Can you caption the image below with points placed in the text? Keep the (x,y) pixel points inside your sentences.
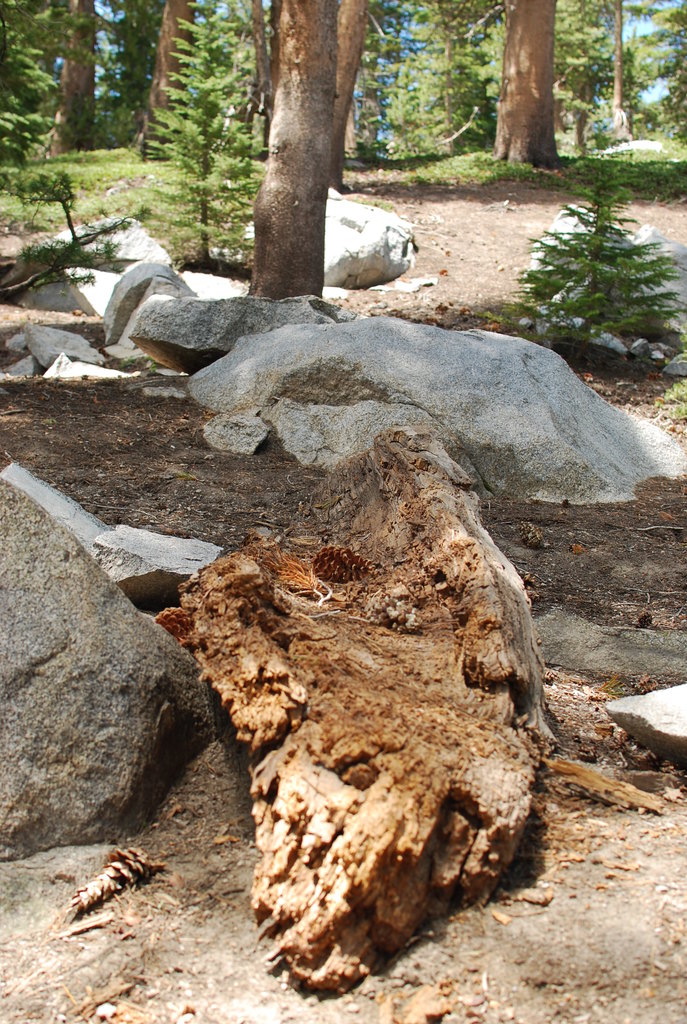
In this image I can see a trunk (381,618), background (621,424) I can see few rocks (621,413), trees (425,28) in green color.
